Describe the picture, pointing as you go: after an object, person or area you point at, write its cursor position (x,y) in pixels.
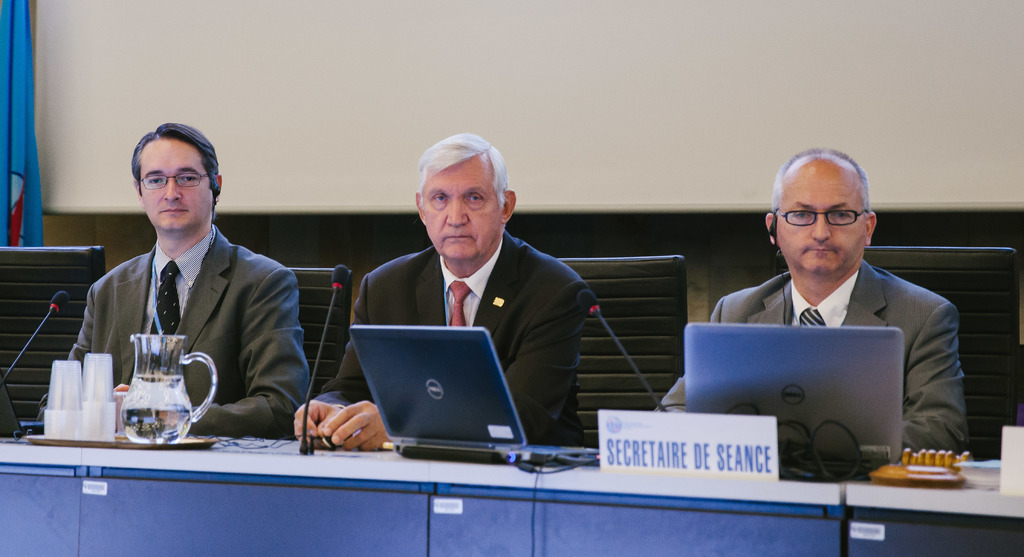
In this image we can see three persons (426,274) sitting. Two are wearing specs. There are chairs (86,264). There is a table (185,465) with laptops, name board (601,443), glasses (99,417), jug (131,420), mics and some other items (915,464). In the background (526,97) there is a wall (662,84).
